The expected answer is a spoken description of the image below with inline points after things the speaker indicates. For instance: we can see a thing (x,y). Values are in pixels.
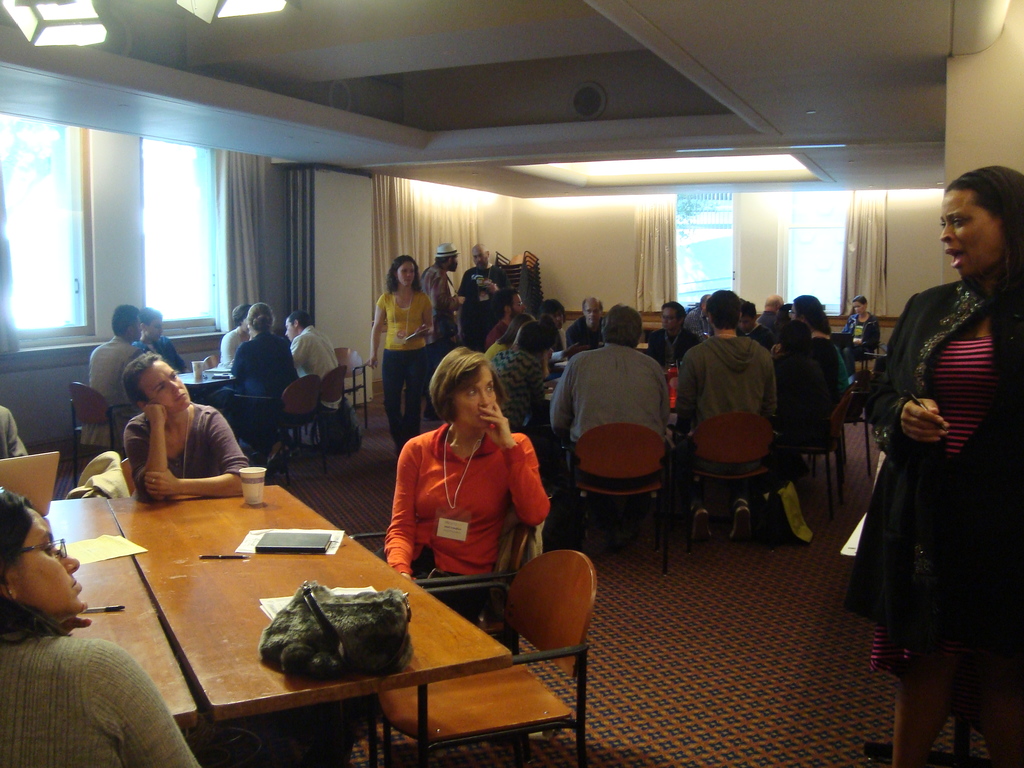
in the picture there are many people (648,401) sitting on a chair (647,429) with table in front of them.
